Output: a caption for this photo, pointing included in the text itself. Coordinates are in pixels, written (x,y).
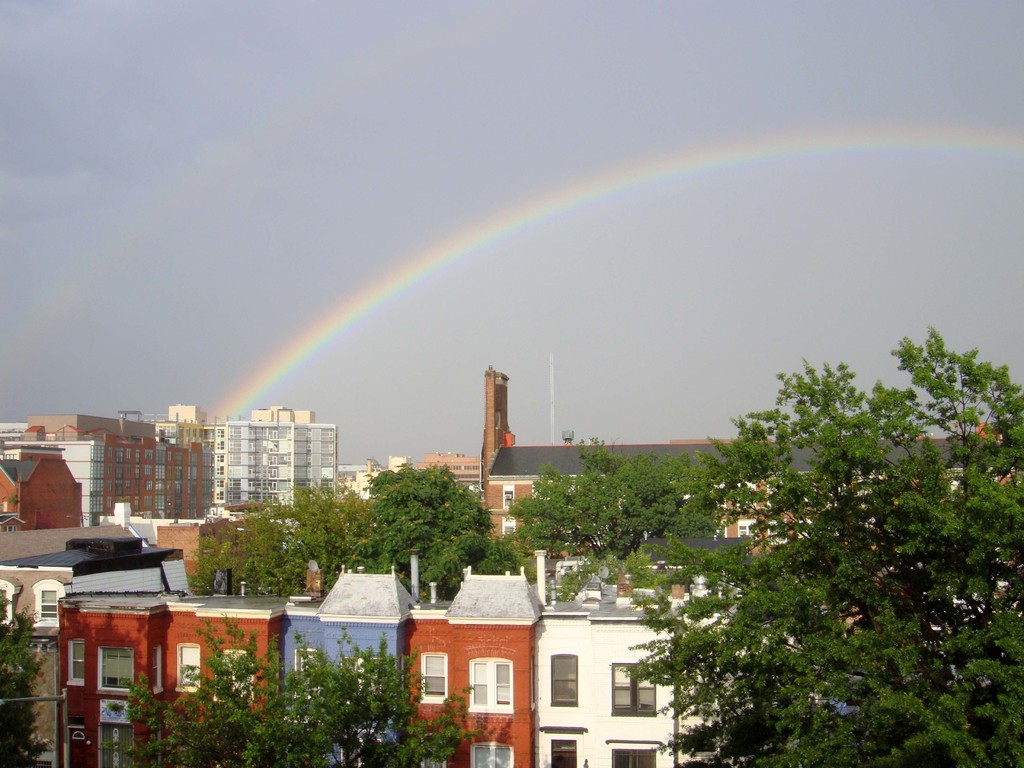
In this picture we can see many buildings (548,696). At the bottom (969,542) we can see trees (1008,735). At the top (447,78) we can see sky (561,76) and clouds (561,76). In the center (345,333) there is a rainbow (380,291). At the top of the building (525,451) we can see building (272,418).
